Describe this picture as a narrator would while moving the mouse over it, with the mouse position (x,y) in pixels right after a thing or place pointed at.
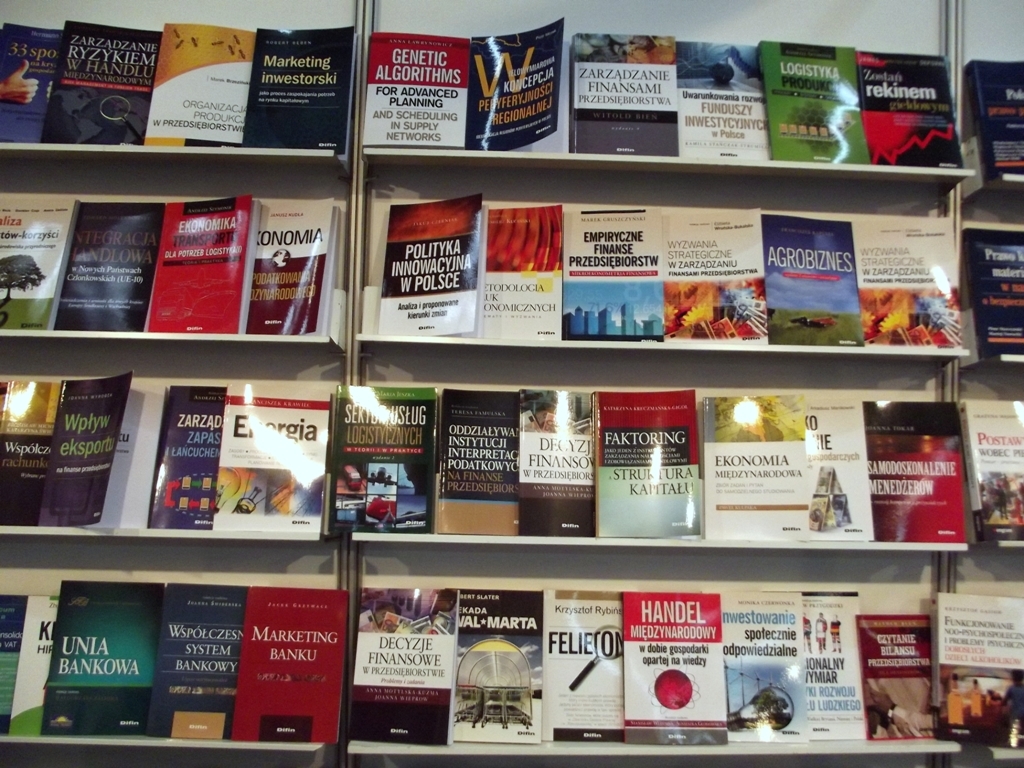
In the image there are cupboard (255,756) with racks (854,168). On the racks (867,168) there are many books (554,127). On the books (519,131) there is something written on it.
